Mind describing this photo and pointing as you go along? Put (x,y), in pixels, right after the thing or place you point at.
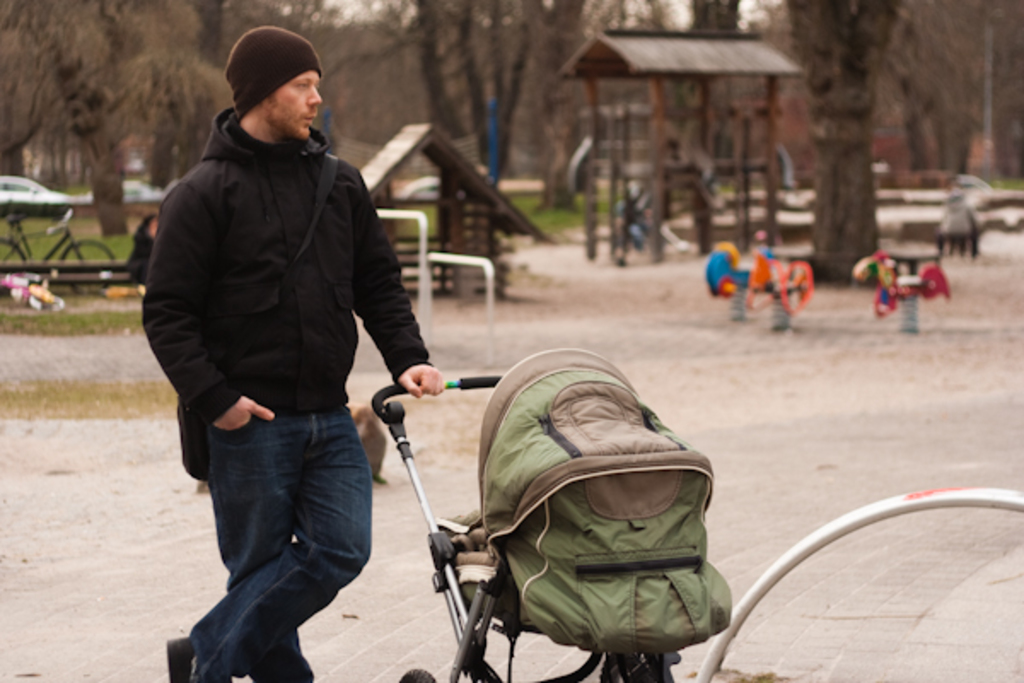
In this image, we can see a person (290,517) is holding a stroller (604,500) and standing. Background (1000,361) we can see blur view. Here we can see few people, wooden objects (508,236), vehicles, grass (546,211) and trees (344,152).
